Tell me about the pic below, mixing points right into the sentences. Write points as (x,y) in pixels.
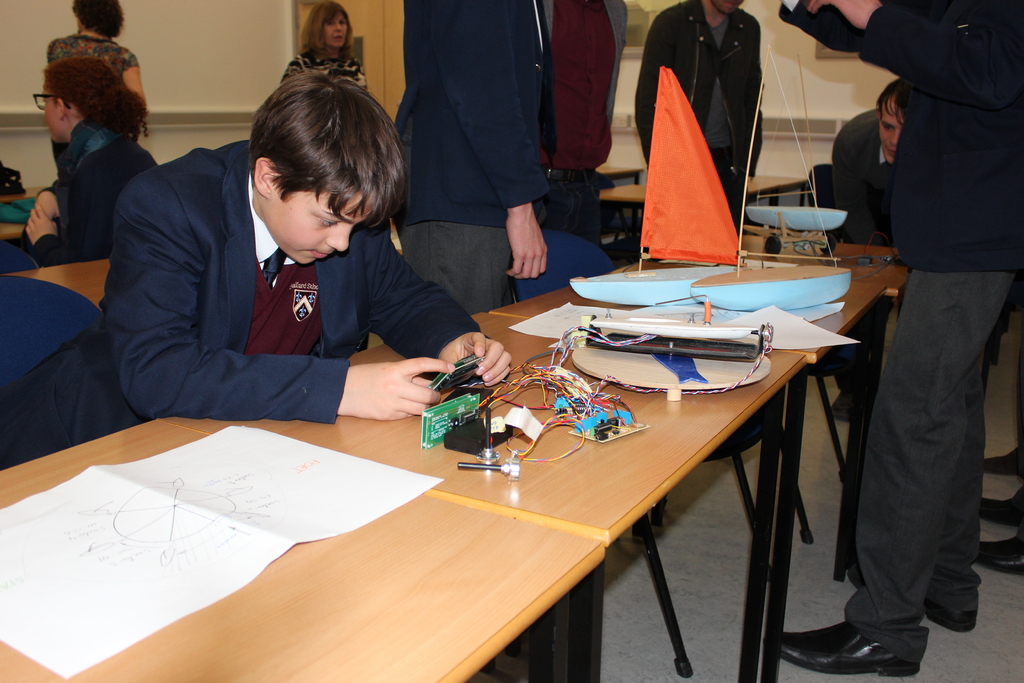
There are few people (451,187) in this room (440,334). A person (316,320) is sitting in the chair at the table (412,423) and looking at the device (446,414). On the table (501,382) we can see a flag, papers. In the background (377,86) there is a wall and a door (361,43).
